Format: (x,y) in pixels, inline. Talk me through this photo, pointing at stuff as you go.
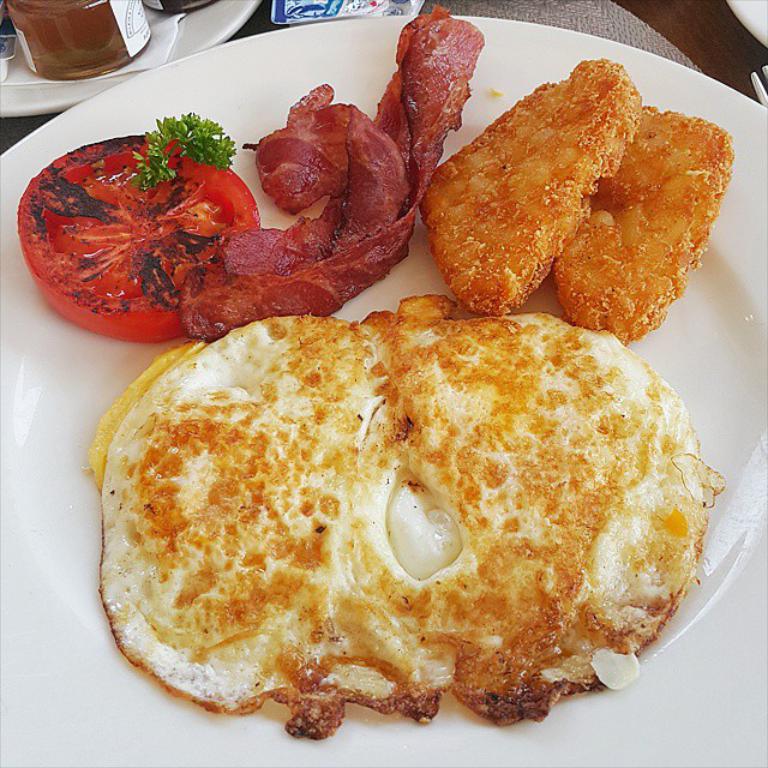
In this image we can see some food (407,511) in a plate (728,713) which is placed the surface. We can also see a bottle (49,50) and tissue papers (167,51) in a plate (12,97) and a fork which are placed beside it.
